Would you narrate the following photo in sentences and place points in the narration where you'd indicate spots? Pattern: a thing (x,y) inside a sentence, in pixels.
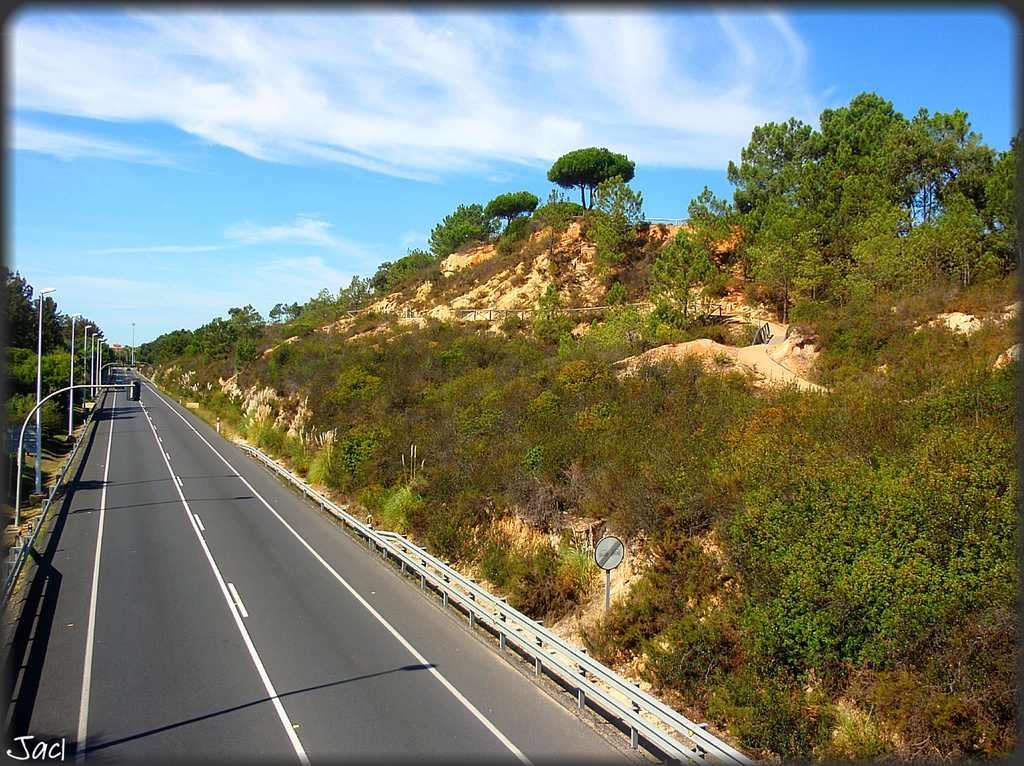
This image is clicked on the road (450,711). At the bottom (404,717), there is a road (302,647). On the right (703,512), we can see the mountains (572,533) covered with trees (154,351) and plants (438,466). On the left (61,417), there are poles (70,403) along with lights (97,336). At the top (241,103), there are clouds (426,16) in the sky (185,247).
